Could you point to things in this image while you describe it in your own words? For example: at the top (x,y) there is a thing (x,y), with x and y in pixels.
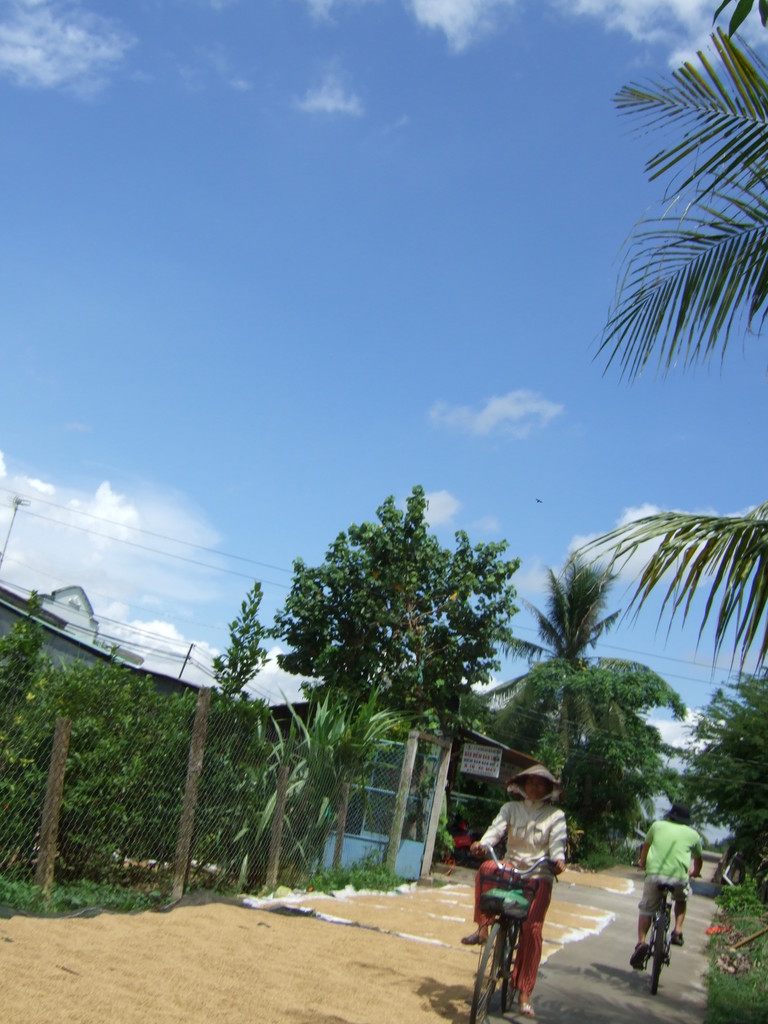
In this image, we can people (539,884) riding bicycles (533,892) and one of them is wearing a hat (533,777). In the background (361,744), there are trees (281,746), sheds (481,781), poles (338,796), a mesh (381,799) and we can see a board (482,760) and wires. At the bottom (241,966), we can see grains (380,950) on the road (579,889). At the top (265,187), there are clouds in the sky (366,465).
